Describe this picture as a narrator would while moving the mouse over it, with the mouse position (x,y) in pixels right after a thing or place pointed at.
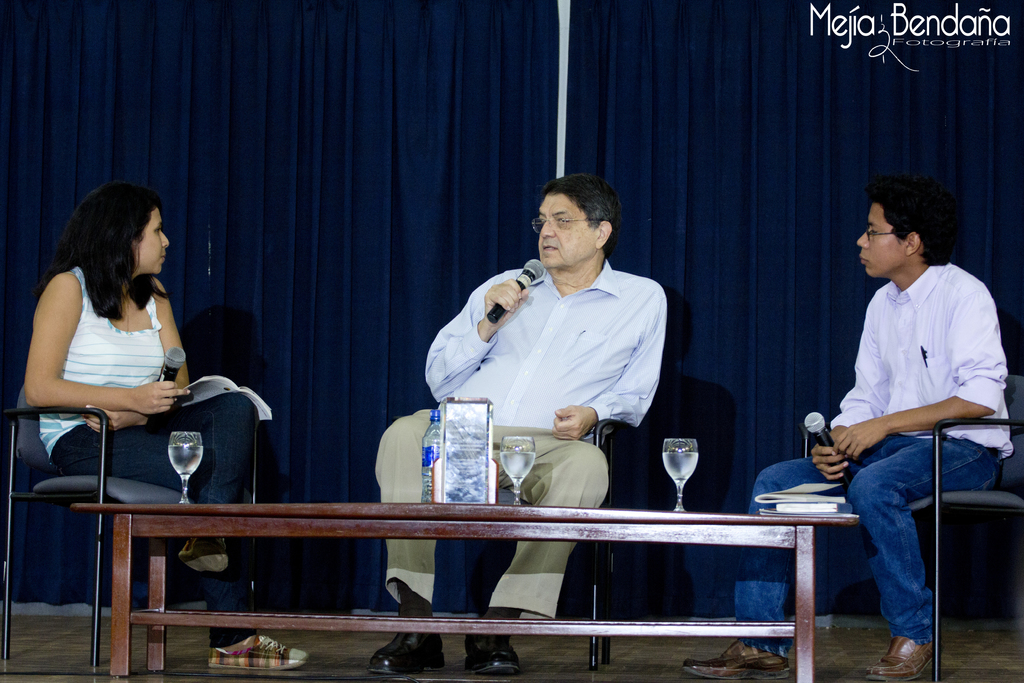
As we can see in the image there is a curtain (326,128) and three people (947,295) sitting on chairs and there is a table (357,513). On table (376,504) there is a bottle (436,414) and glasses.
